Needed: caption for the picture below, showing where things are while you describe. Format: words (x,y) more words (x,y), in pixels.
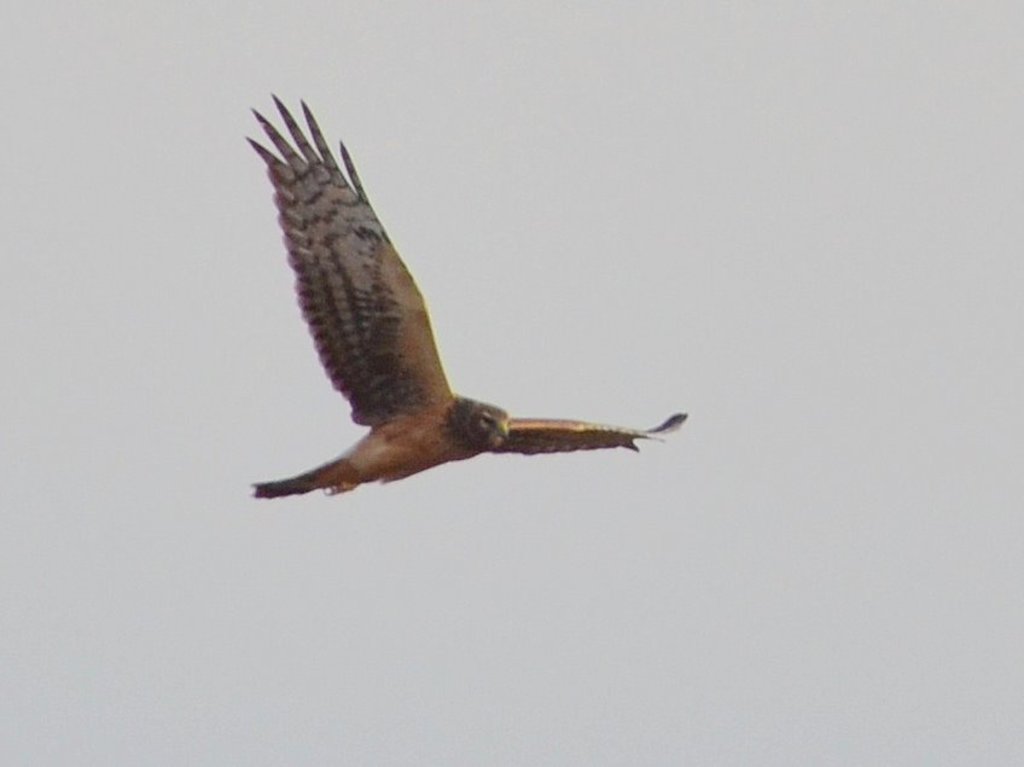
In this picture we can see an eagle (419,436) flying, in the background (731,309) there is sky (662,217).
